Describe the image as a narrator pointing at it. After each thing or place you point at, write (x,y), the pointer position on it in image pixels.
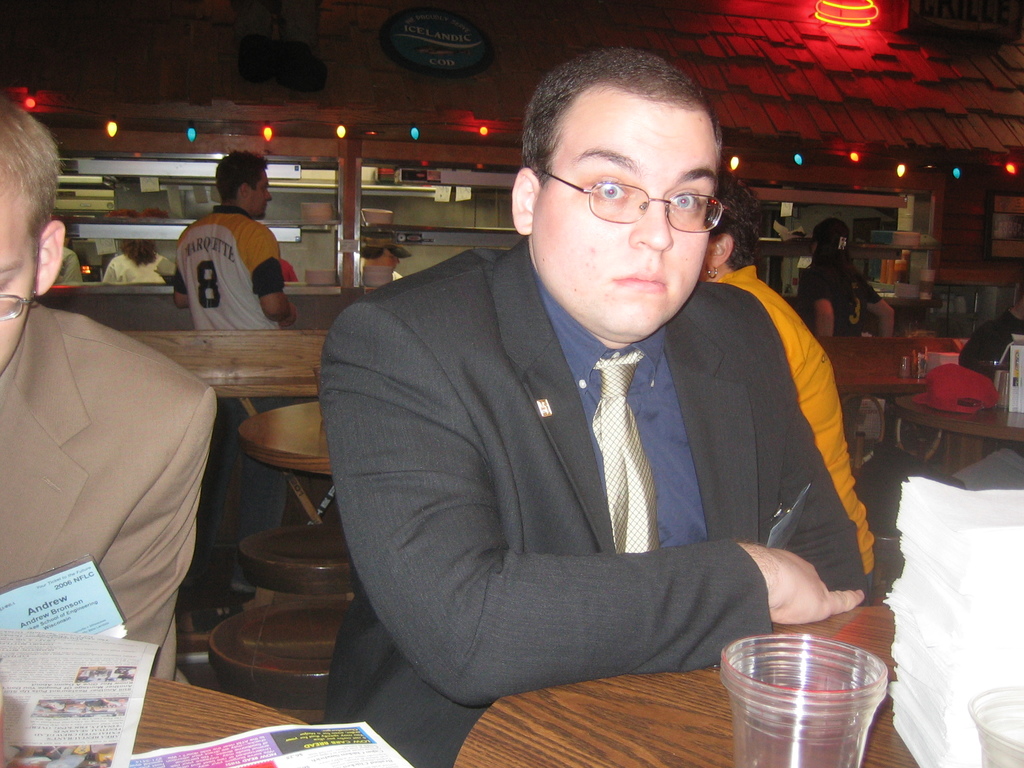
In this picture we can see a group of people (370,679) where some are standing and some are sitting and in front of them on tables (216,725) we can see papers (38,721), glasses (1023,728) and in the background (27,100) we can see lights (953,177), bowls (323,207).
